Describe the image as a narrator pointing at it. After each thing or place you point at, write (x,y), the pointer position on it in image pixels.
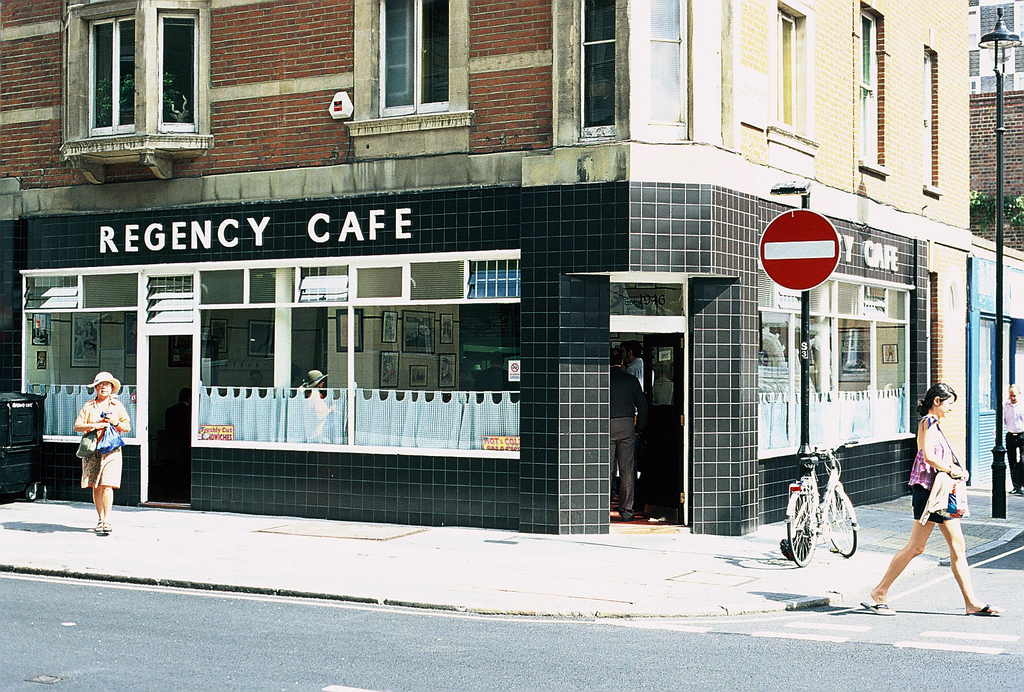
In this image I can see the road (355,648). On the road (901,596) I can see one person (888,585) walking. To the side of the road (826,623) there are poles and I can see two people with different color dresses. I can also see the bicycle (790,504) to the side. In the background (424,210) there is a building (564,157) with windows (379,68). And I can also see the name regency cafe (353,220) is written on the building (377,256).
